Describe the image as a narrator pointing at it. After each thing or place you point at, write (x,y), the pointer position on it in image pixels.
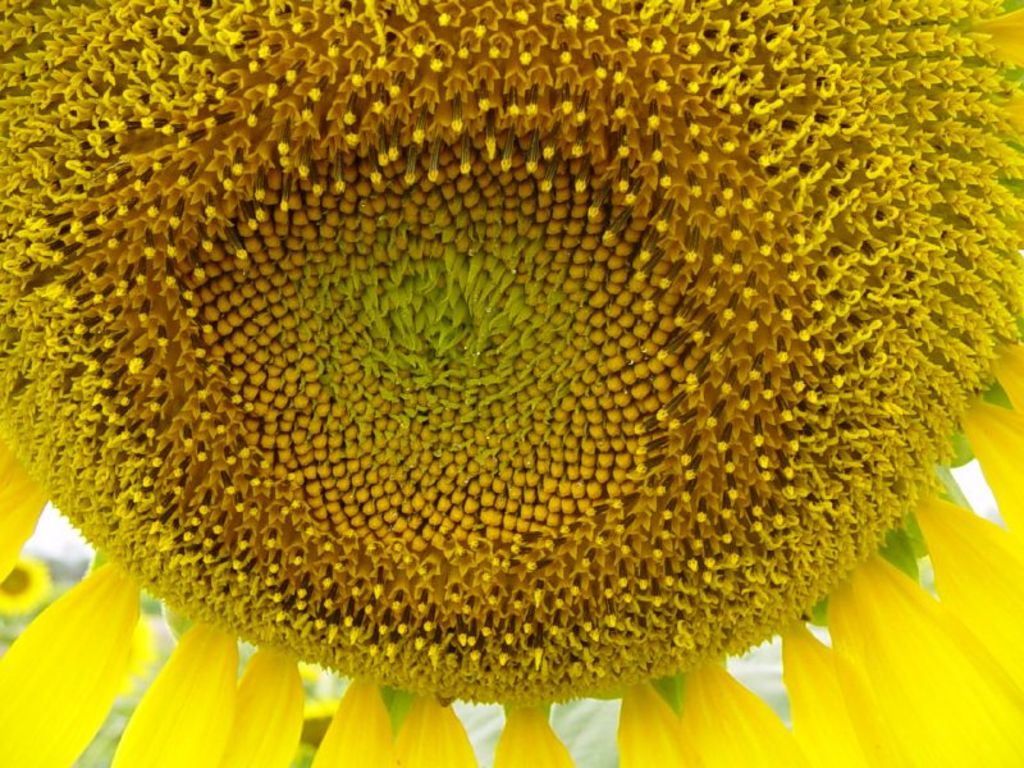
This is a close up image of a sunflower (415,418).
